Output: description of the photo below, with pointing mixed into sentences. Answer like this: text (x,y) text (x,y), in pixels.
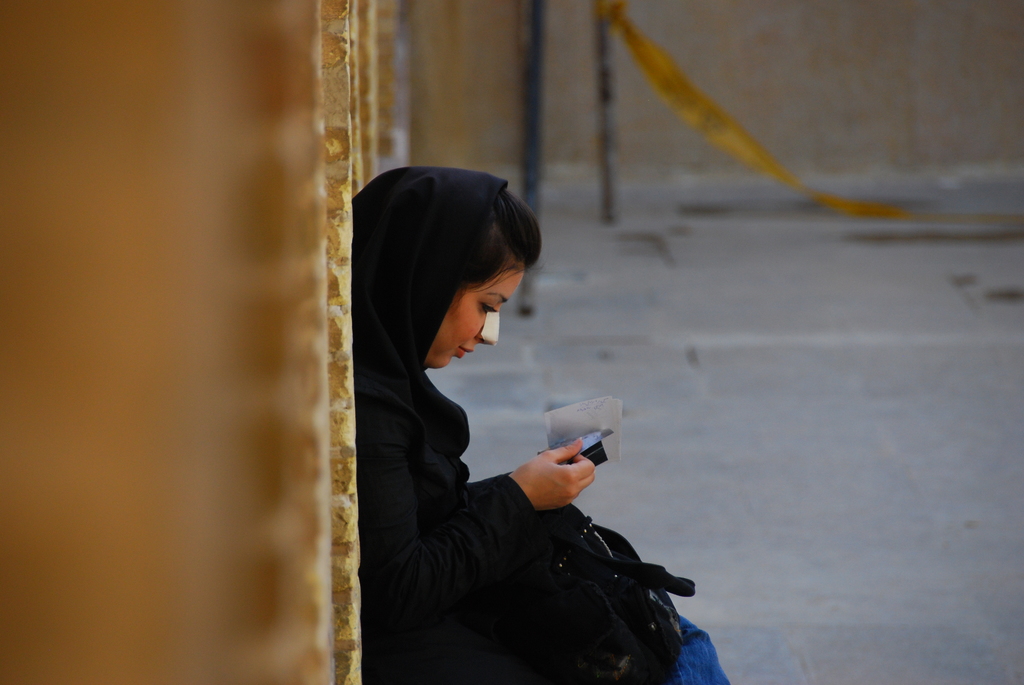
In the center of the image (466,314) we can see a lady (455,472) is sitting and wearing a black dress (482,676) and holding a book (588,453), paper (568,426). In-front of her we can see the bags (599,634). In the background of the image (658,159) we can see the wall (277,574), sticks (531,149), ribbon (648,63). At the bottom of the image (869,560) we can see the floor (798,460).
